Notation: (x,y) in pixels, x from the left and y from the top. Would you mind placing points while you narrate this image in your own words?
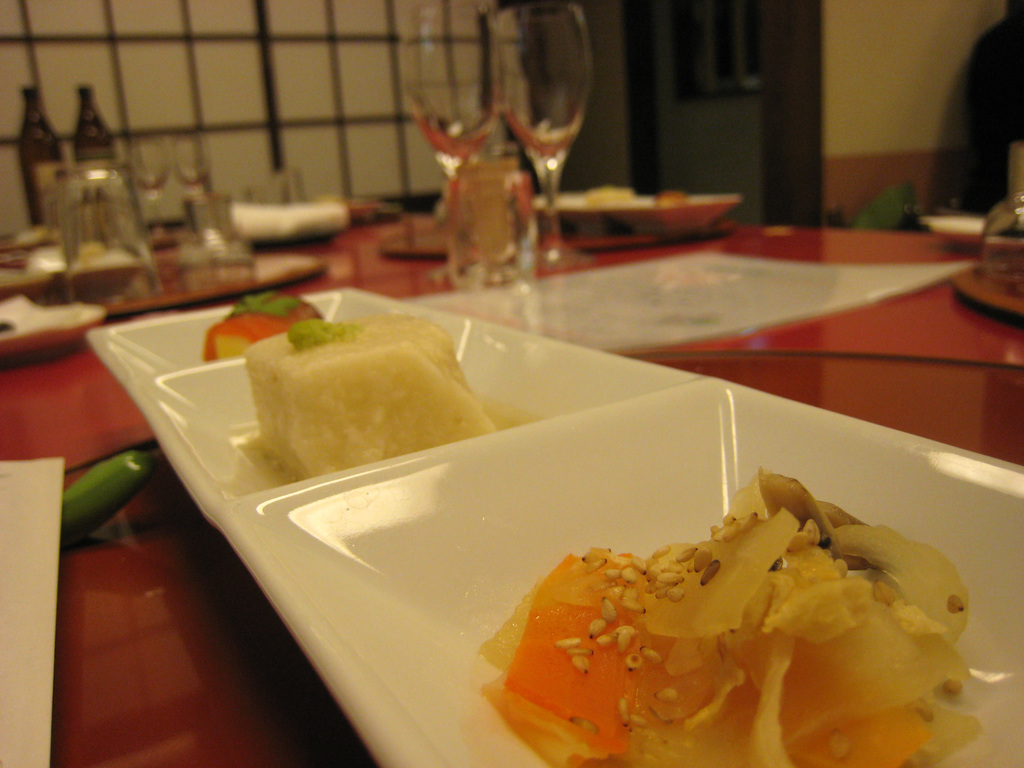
In this image, we can see eatable things (329,427) and food (809,620) on the plates (439,534). Here we can see glasses (113,221), few objects (712,262), plates (982,508) are placed on the red color surface (174,650). Background (855,126) we can see grill (367,117), wall (855,95), bottles (85,132).
